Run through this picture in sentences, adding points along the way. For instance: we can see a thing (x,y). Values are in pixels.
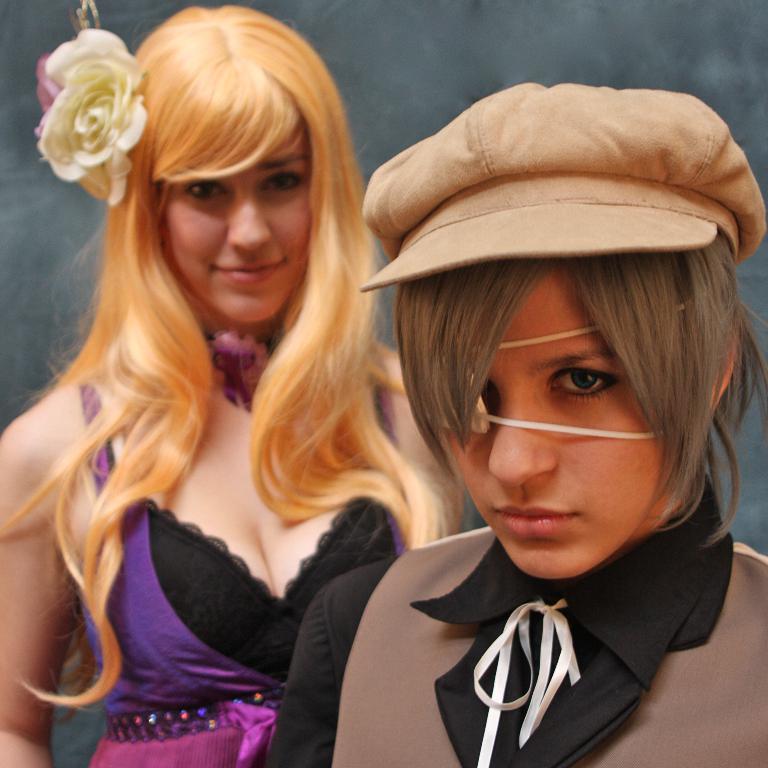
In this picture we can see two girls (517,588) here, a girl (481,596) on the right side (568,225) wore a cap (570,250), we can see a ribbon (566,651) here, there is a flower (107,117) here.
